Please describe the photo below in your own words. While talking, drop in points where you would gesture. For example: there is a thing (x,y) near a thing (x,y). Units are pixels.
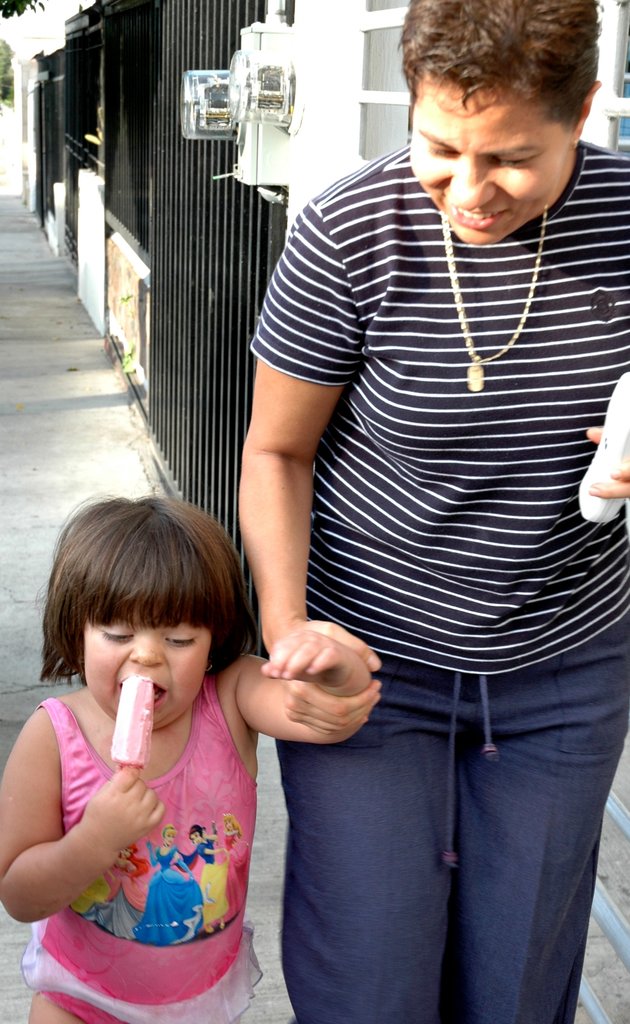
In this image there is a woman (416,505) walking on the footpath (77,406) by holding the kid (226,782). The kid (218,771) is eating an ice cream (125,753). In the background (166,186) there are grills (148,182) and doors (390,61).
